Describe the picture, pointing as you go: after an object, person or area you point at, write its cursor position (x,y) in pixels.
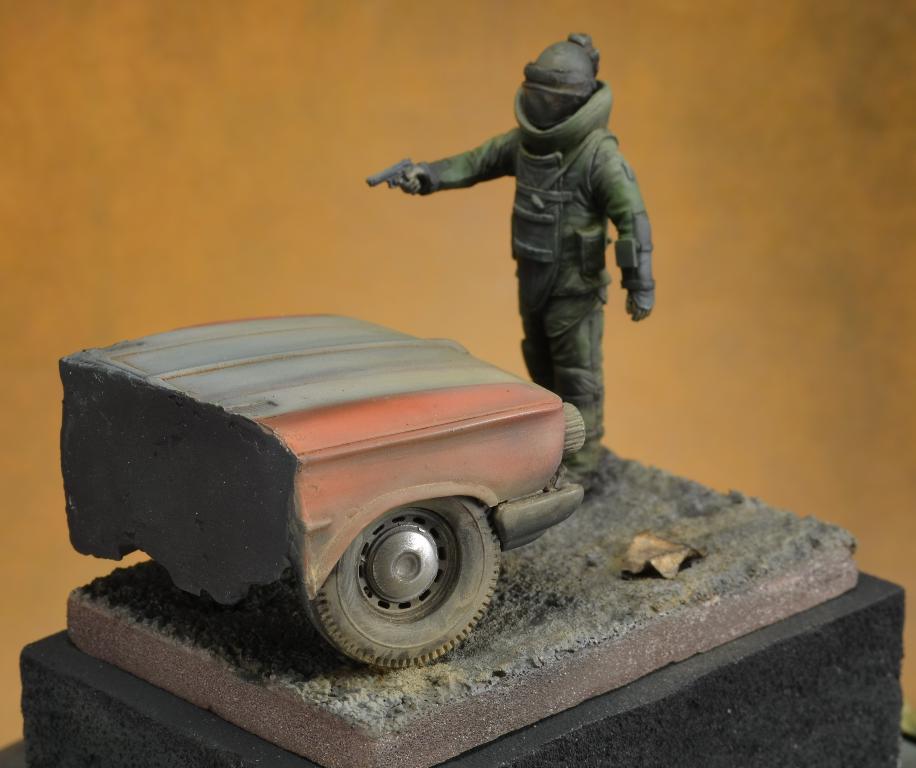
In the center of the image (490,484) we can see a statue (360,444). At the bottom (195,731) there is a pedestal (403,741). In the background (815,199) there is a wall (62,227).
